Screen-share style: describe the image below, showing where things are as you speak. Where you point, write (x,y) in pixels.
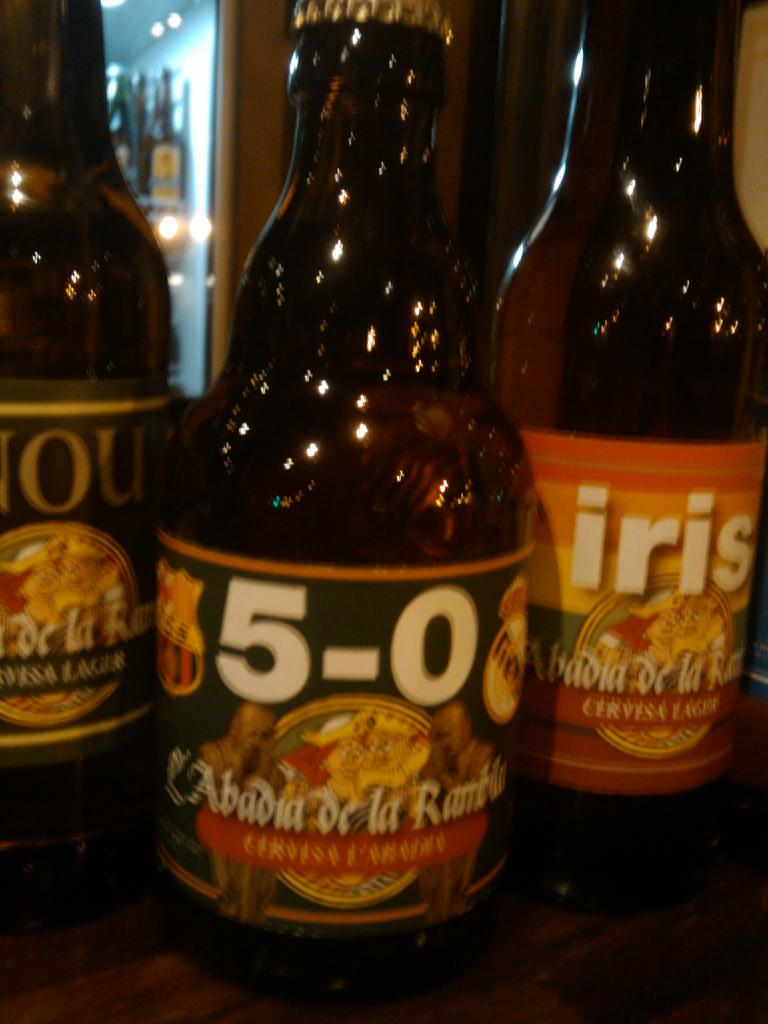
In this image we can see beverage bottles (534,589) placed on the surface (679,957).
